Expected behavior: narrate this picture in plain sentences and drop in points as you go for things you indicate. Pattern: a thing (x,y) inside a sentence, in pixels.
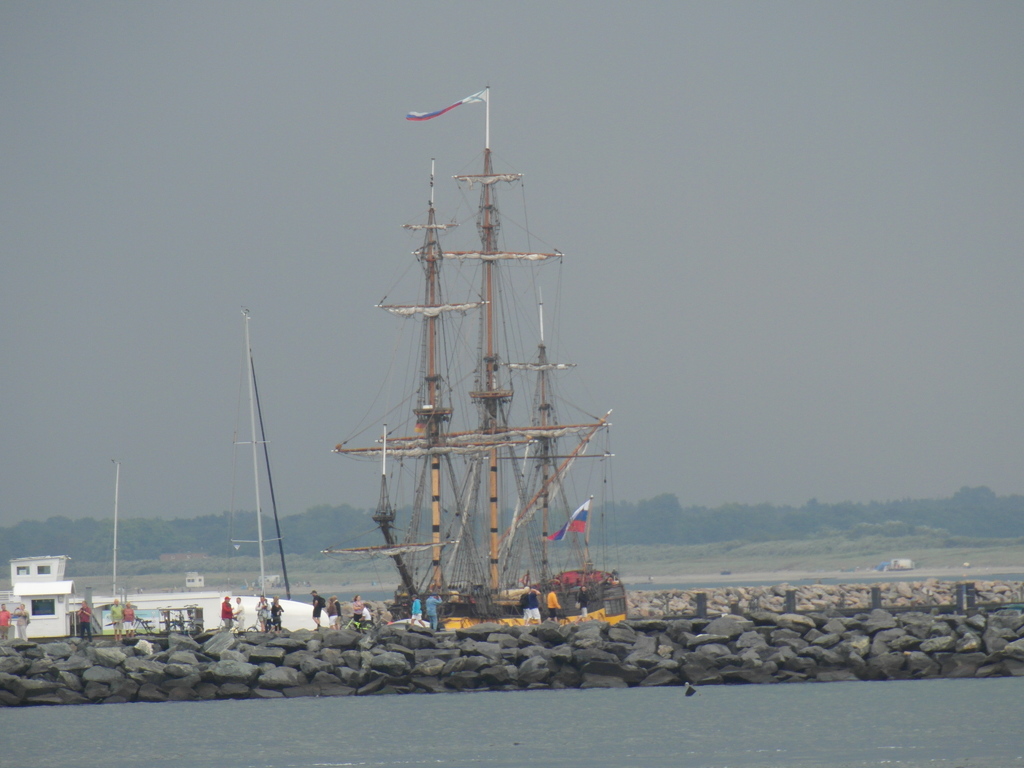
In this image I can see water (690,704), number of stones (694,649), a ship (462,618), a white colour boat (166,599) and number of people (535,589). I can also see two flags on the ship (562,607). In the background (674,481) can see number of trees (956,510) and the sky (454,261).
